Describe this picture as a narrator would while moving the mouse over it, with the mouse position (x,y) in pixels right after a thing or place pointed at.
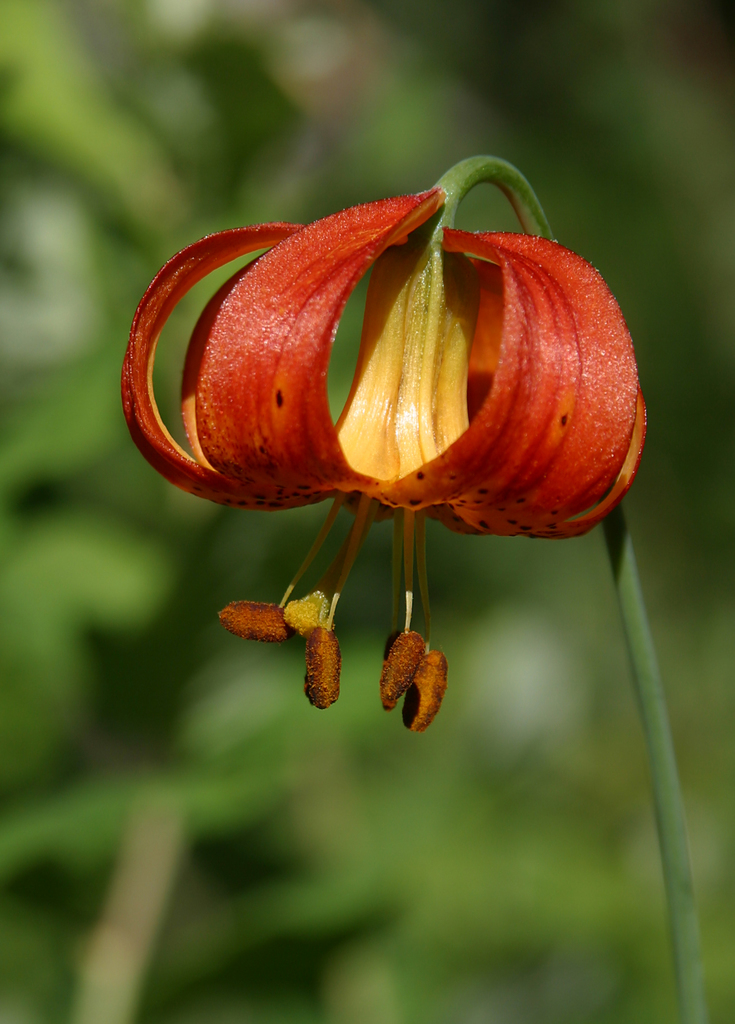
In this image, we can see a flower (382,452) which is in orange color.
